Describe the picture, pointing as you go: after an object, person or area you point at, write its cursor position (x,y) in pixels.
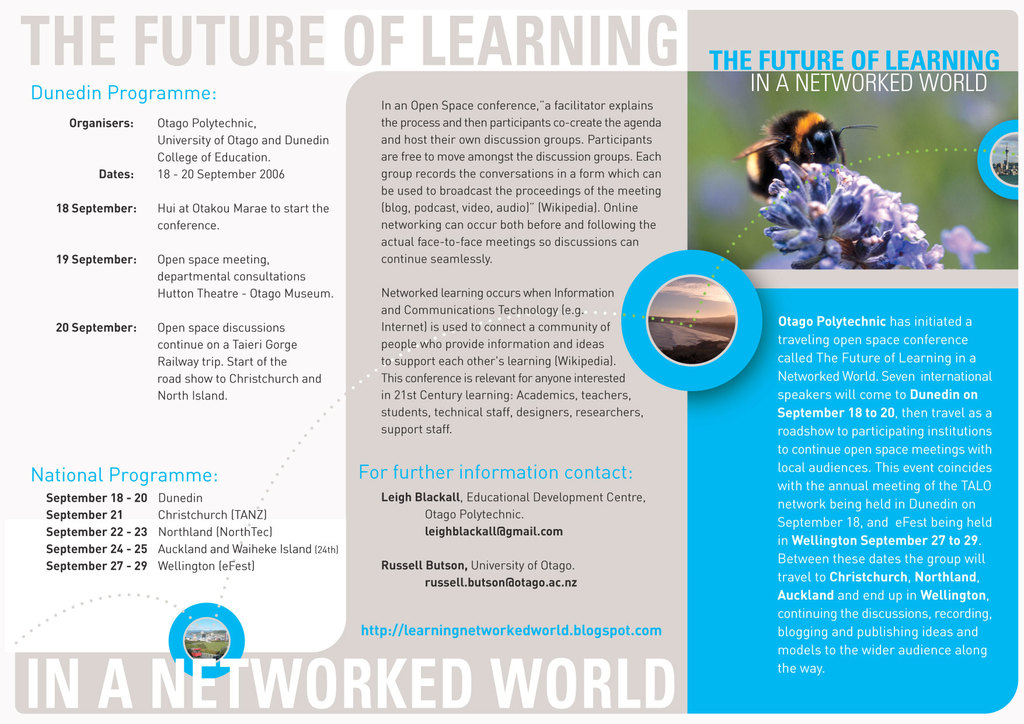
This is a poster (531,374). On this poster (776,573) we can see picture of an insect (800,135) on a flower (807,238) and text (581,353) written on it.
